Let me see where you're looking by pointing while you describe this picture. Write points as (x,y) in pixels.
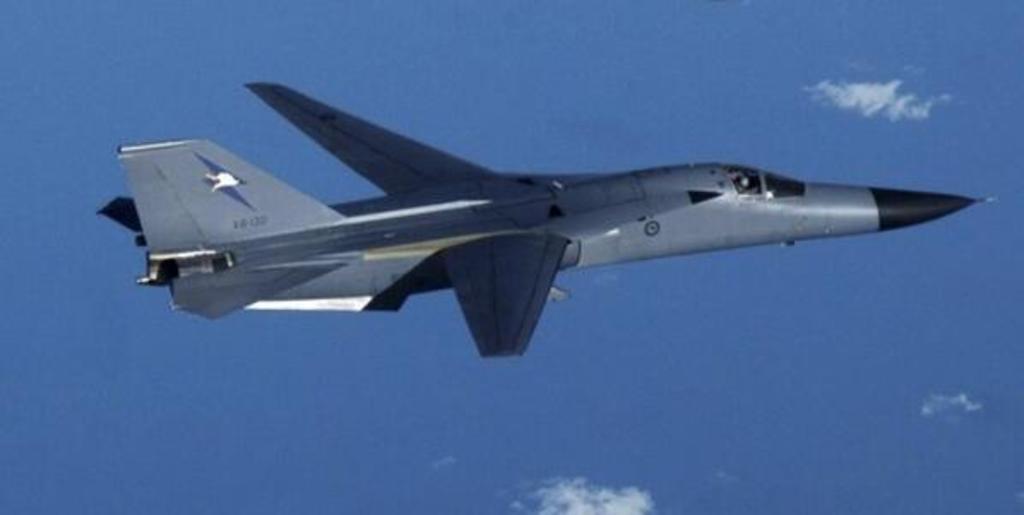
In this picture we can see an airplane (151,175) in the air (623,157). In the background (637,455) we can see the sky (714,438) and clouds (595,499).
